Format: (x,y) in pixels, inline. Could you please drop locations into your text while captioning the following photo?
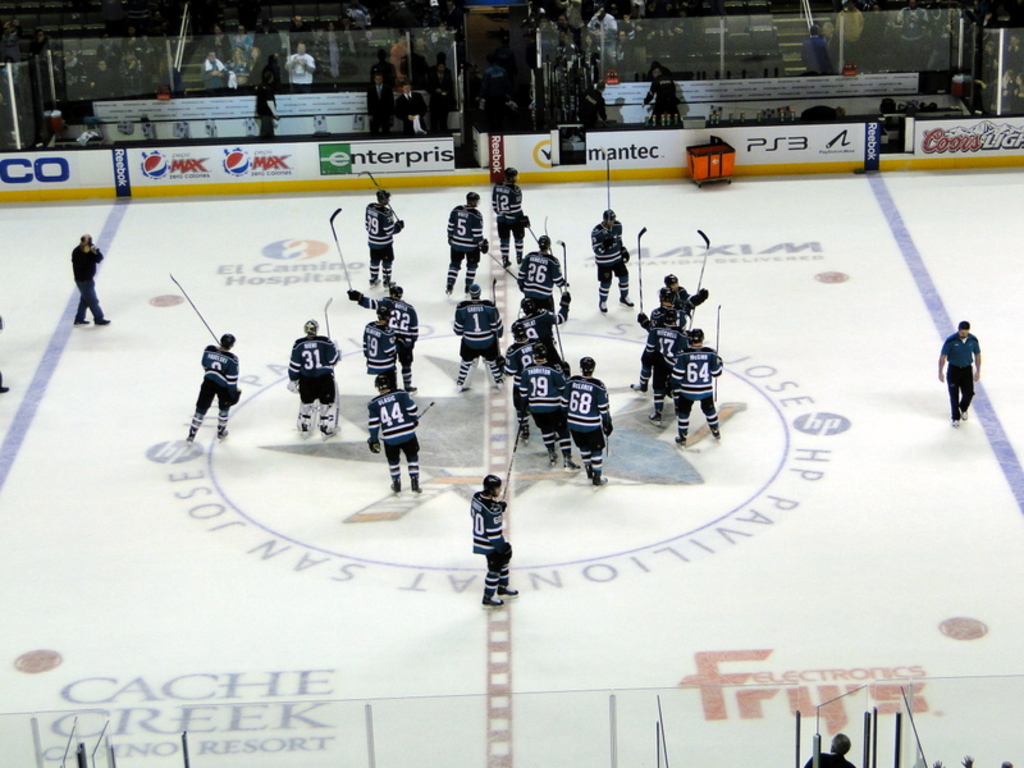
In the background (670,168) we can see the people (507,91), hoardings (641,171), glass walls (734,31) and few other objects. In this picture we can see the people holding sticks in their hands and they are on the floor (926,445). It seems like they are doing ice skating. We can see other people (91,254) walking. At the bottom portion of the picture (643,725) we can see the glass (735,740), a person (838,758) and person hands (969,767).
